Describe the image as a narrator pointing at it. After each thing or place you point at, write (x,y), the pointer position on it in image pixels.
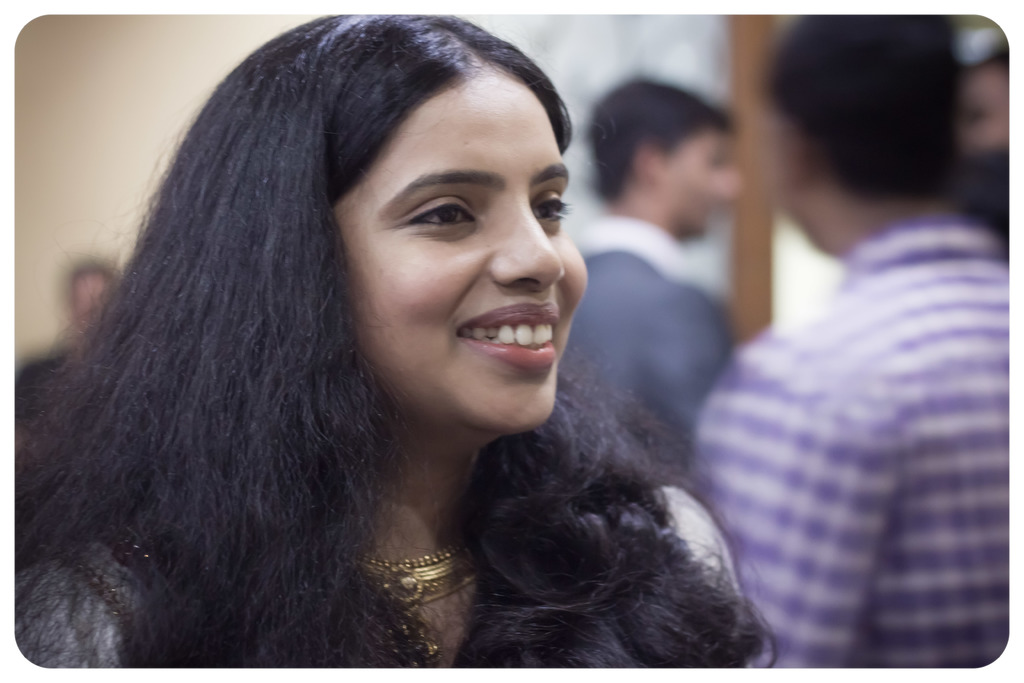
In this image I can see few people (466,385). In front (436,447) one person (425,359) is smiling. Background (725,252) is blurred.
